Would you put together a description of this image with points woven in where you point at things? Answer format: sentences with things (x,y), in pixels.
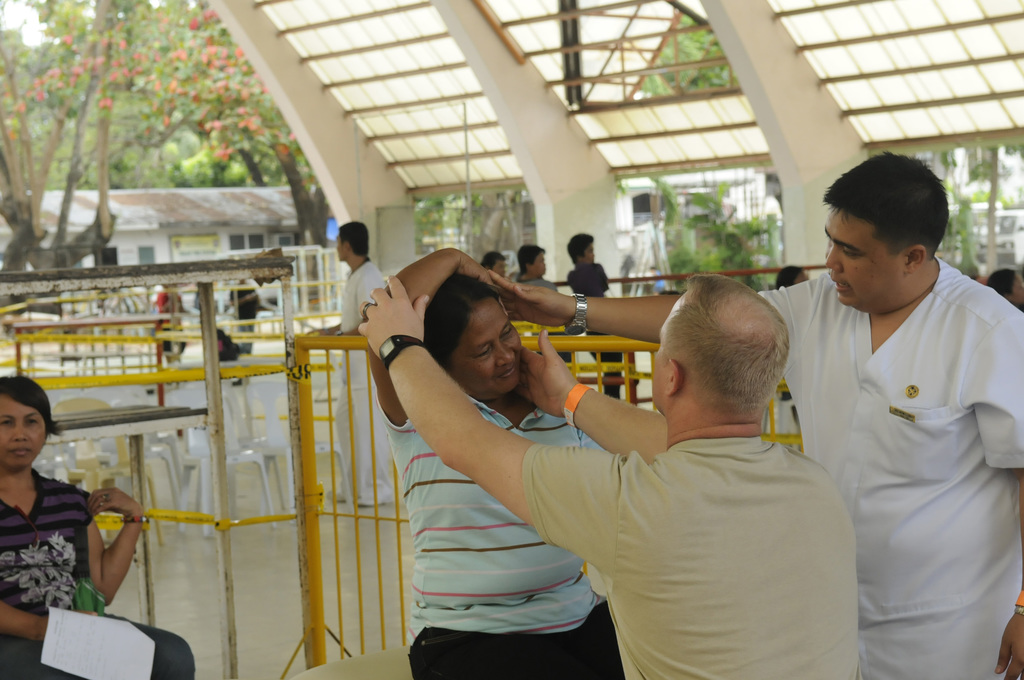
In this image on the right side (709,536) there are three people (681,408) who are doing some exercise it seems, and on the left side (70,569) there is one woman (62,568) who is sitting and she is holding a paper (85,630). And in the background (194,392) there are chairs (81,408), railing (609,350), trees (60,258), house (144,262), buildings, and some people (355,308) are standing and some objects (241,345). At the top (422,54) it looks like a ceiling (982,123) and also there are some rods (958,97).
